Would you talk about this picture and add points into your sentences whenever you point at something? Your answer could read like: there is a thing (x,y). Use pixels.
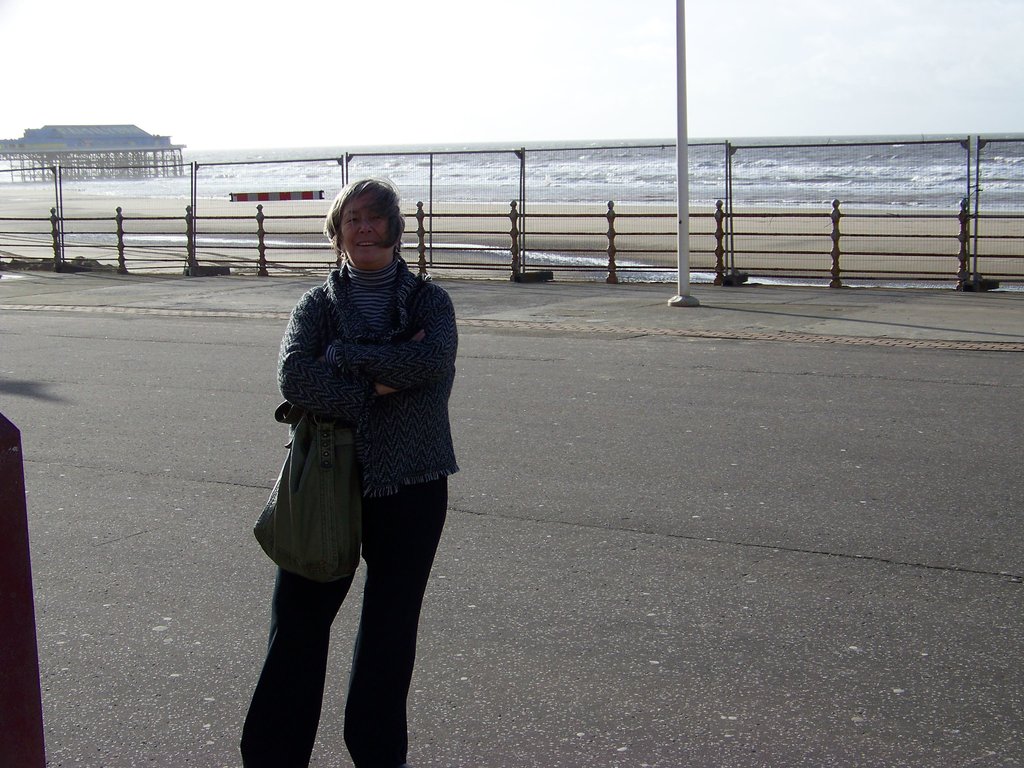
A person (395,455) is standing on the road (63,413) wearing a bag (327,489). There is a fence (675,271) and water (620,151) at the back (441,149).
